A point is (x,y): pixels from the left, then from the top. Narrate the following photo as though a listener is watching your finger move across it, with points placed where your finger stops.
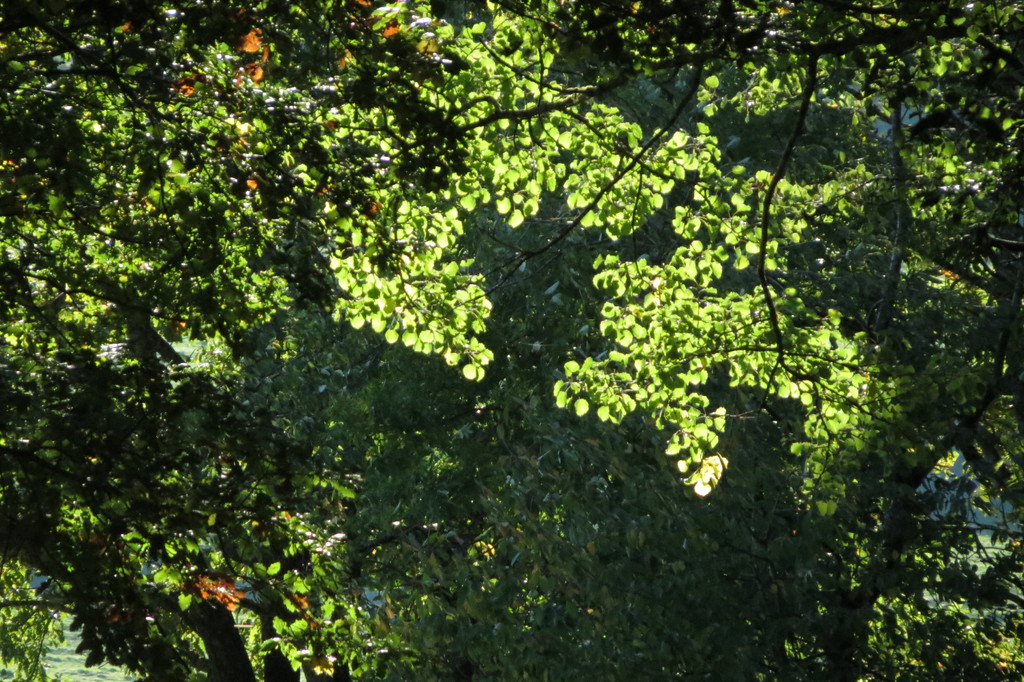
This image consists of trees (518,320).
